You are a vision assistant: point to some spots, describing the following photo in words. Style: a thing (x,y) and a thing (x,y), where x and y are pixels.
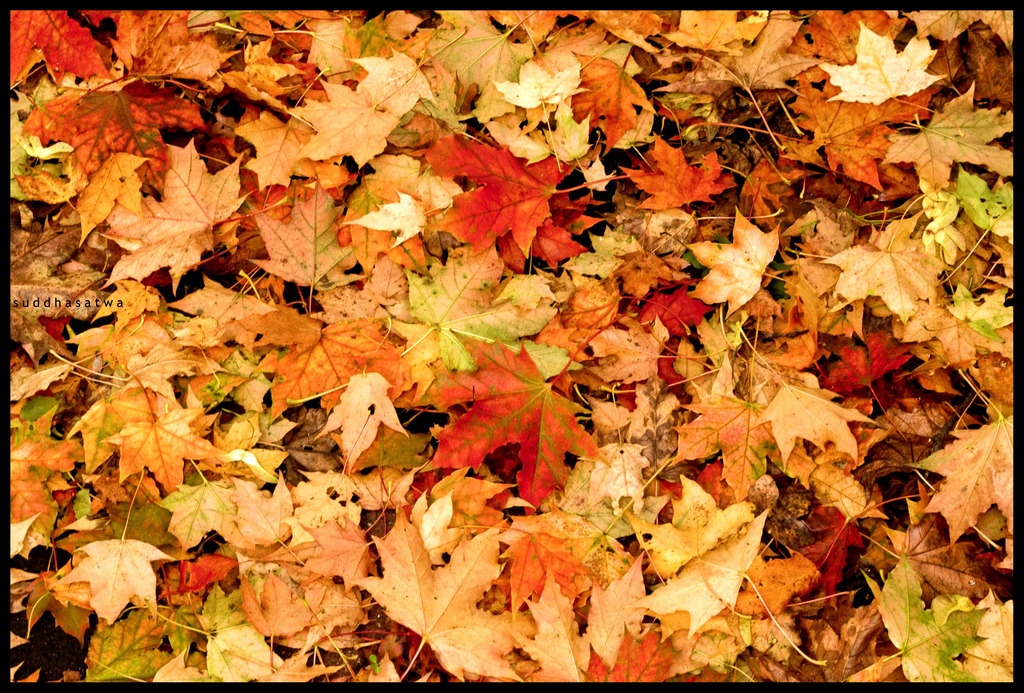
In this picture there are many leaves (513,425) which are in orange color.
